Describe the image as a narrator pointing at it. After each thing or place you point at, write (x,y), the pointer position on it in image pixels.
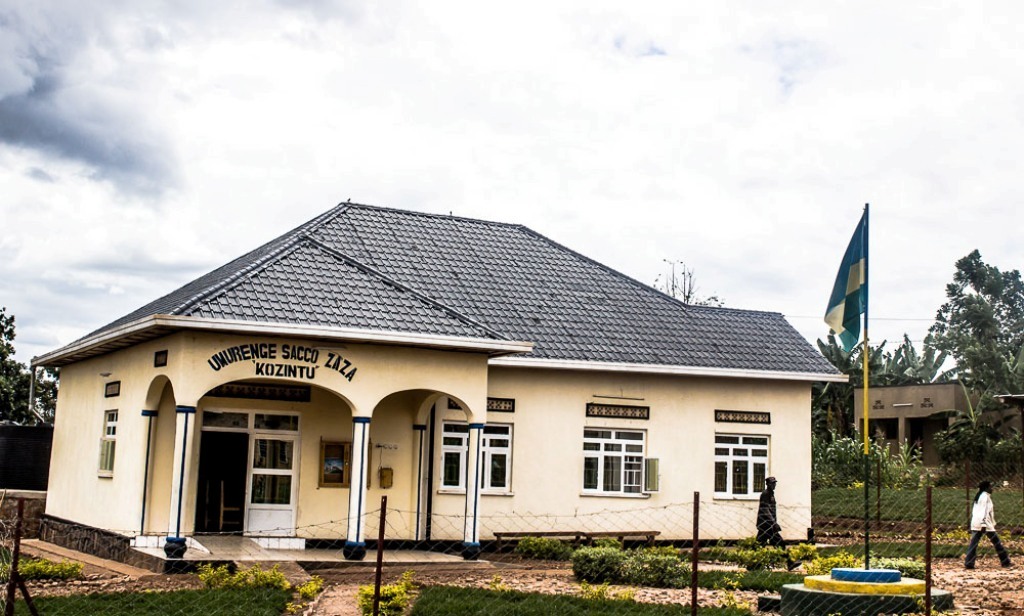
In the foreground (801,517) I can see a fence (373,512), grass (708,583), flag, two persons (765,505) on the road (714,560) and houses (625,462). In the background (897,286) I can see the sky (436,163). This image is taken during a day.
